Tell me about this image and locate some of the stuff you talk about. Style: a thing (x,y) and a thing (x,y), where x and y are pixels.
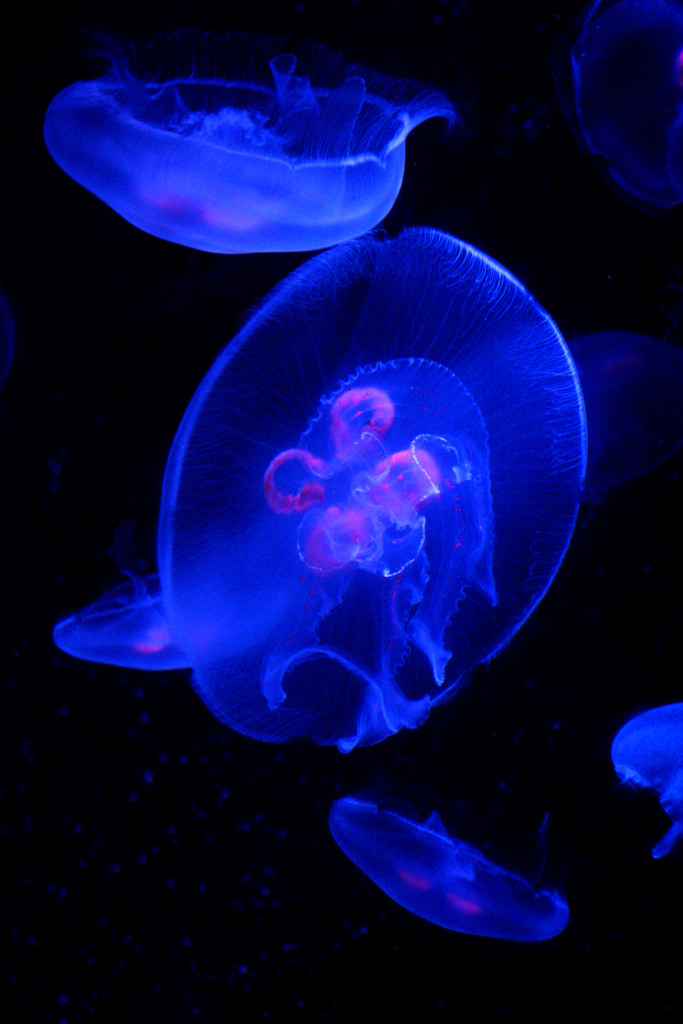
In this image, we can see there are jellyfish (215,566) in the water (611,913). And the background (196,907) is dark in color.
